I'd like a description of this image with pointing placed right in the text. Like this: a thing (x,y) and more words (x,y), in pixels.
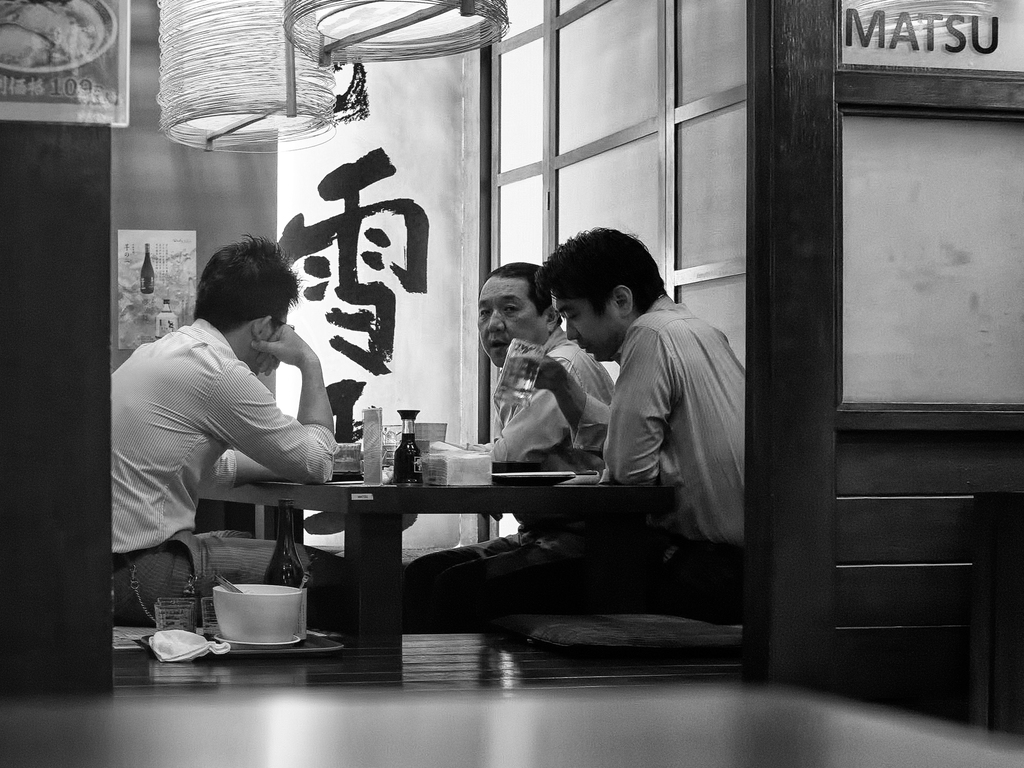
This is a black and white picture. Here we can see three persons (552,576) are sitting on the cushions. This is table (490,506). On the table (571,499) there are bottles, glasses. And this is a bowl (269,620). There is a frame (124,12) and this is wall (252,198).
